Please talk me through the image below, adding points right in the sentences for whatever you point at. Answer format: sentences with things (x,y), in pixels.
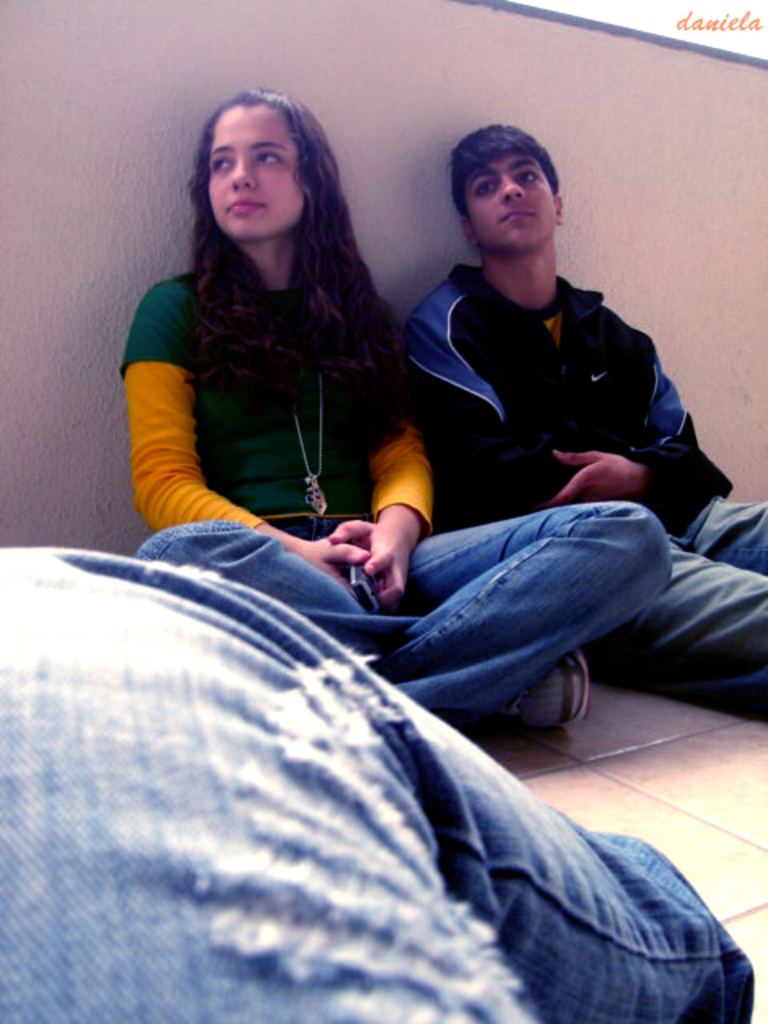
In this picture we can see a person's leg (248,743), two people (428,585) are sitting on the floor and in the background (588,87) we can see the wall (554,158).
